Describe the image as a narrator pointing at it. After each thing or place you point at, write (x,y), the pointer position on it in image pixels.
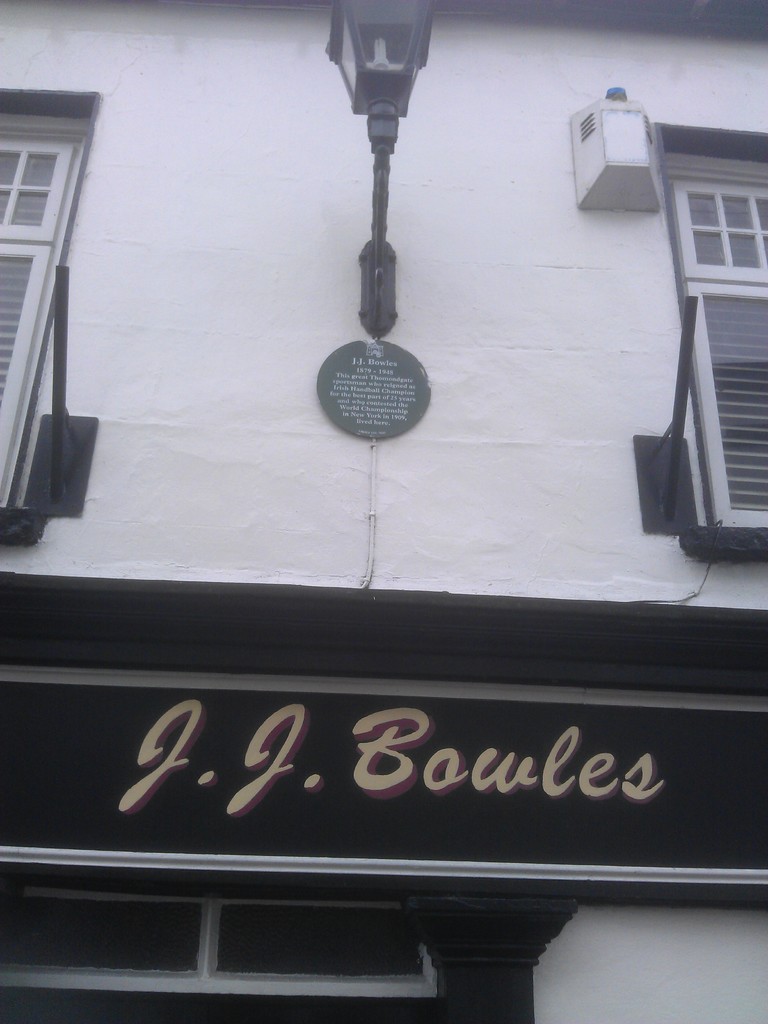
In this image I can see a building (628,506) in white color, background (748,167) I can see few lights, windows (33,291) and I can see black color board (319,839).
